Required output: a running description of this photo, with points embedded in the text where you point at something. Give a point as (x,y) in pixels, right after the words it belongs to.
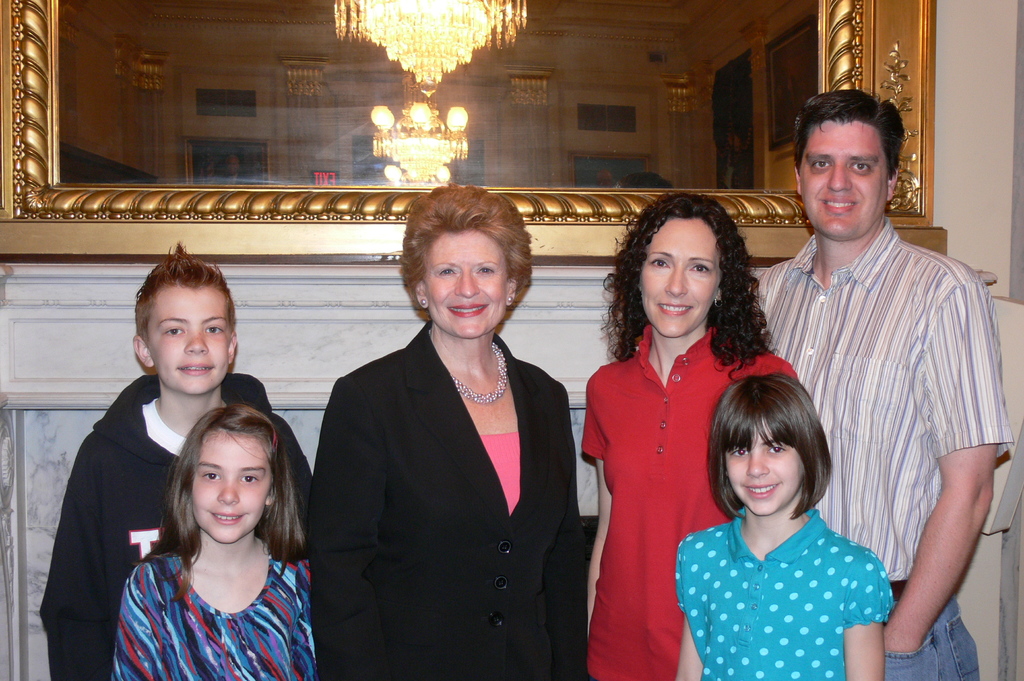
In the center of the image (350,435), we can see people (351,400) standing and smiling and in the background (216,82), there is a mirror (432,99) on the wall (293,279) and through the glass (436,62), we can see lights (439,66).
